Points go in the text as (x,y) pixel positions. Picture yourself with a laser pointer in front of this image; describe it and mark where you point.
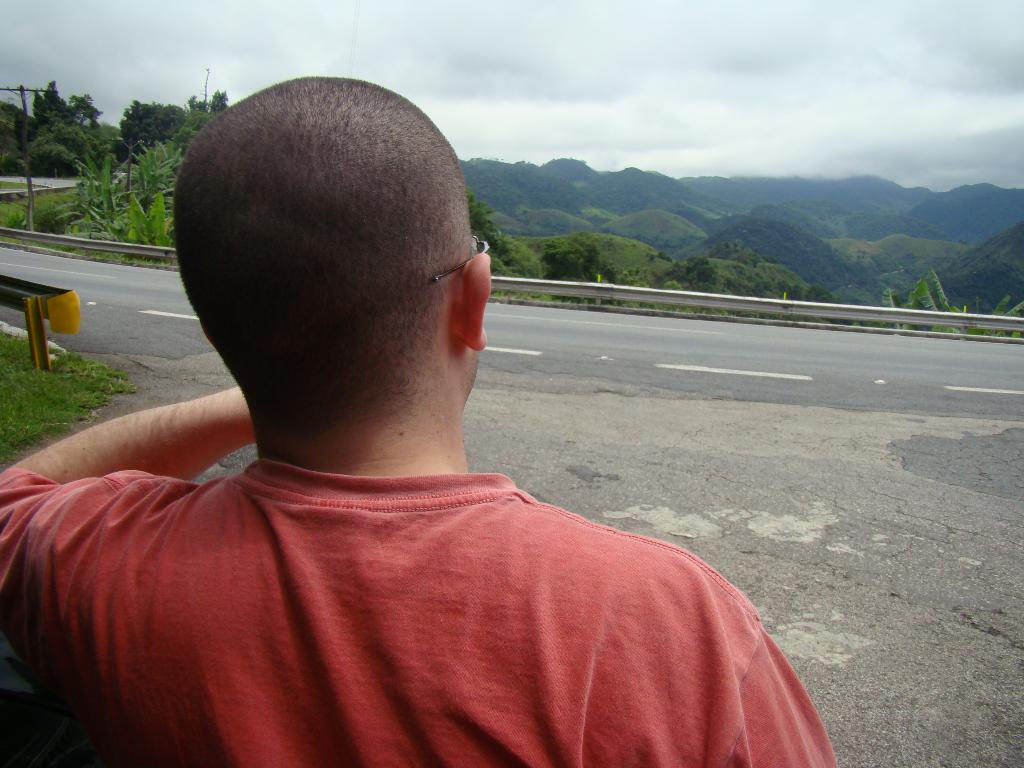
In front of the image there is a person (350,497) standing on the road (578,458). In the background of the image (58,156) there are current poles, plants (719,276), trees (732,282). There are mountains (638,225) and sky (667,118).
